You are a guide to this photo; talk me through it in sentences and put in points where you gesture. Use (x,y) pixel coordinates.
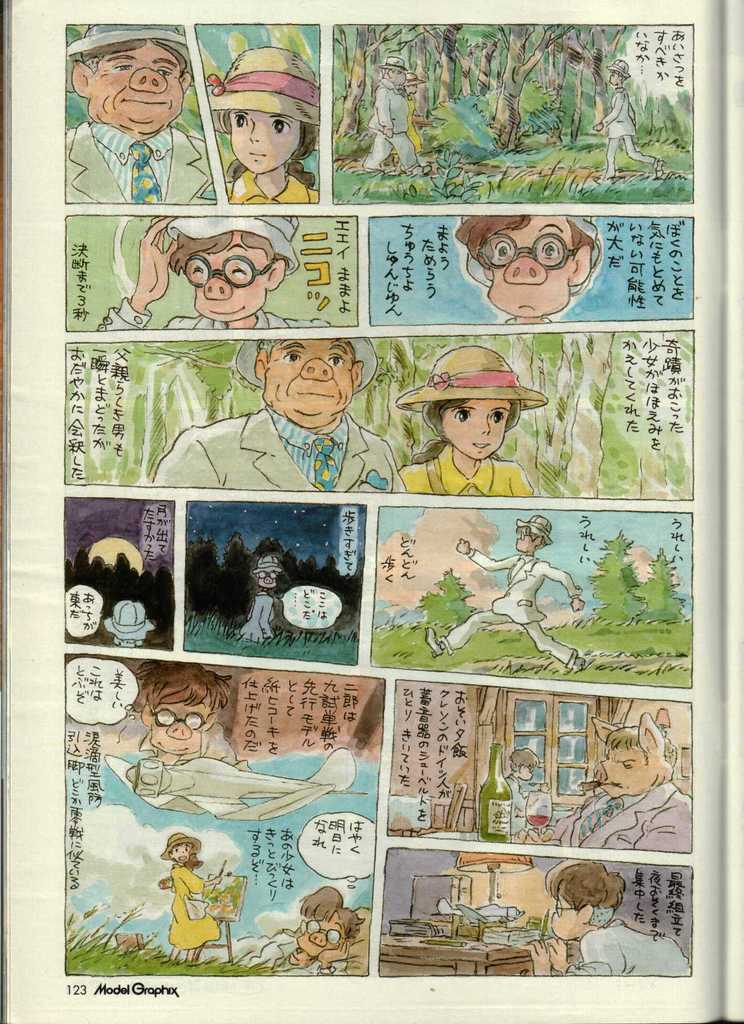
This is a comic poster (479,204). On this poster (147,464) we can see cartoon people (126,161). Something written on this poster (203,667).
